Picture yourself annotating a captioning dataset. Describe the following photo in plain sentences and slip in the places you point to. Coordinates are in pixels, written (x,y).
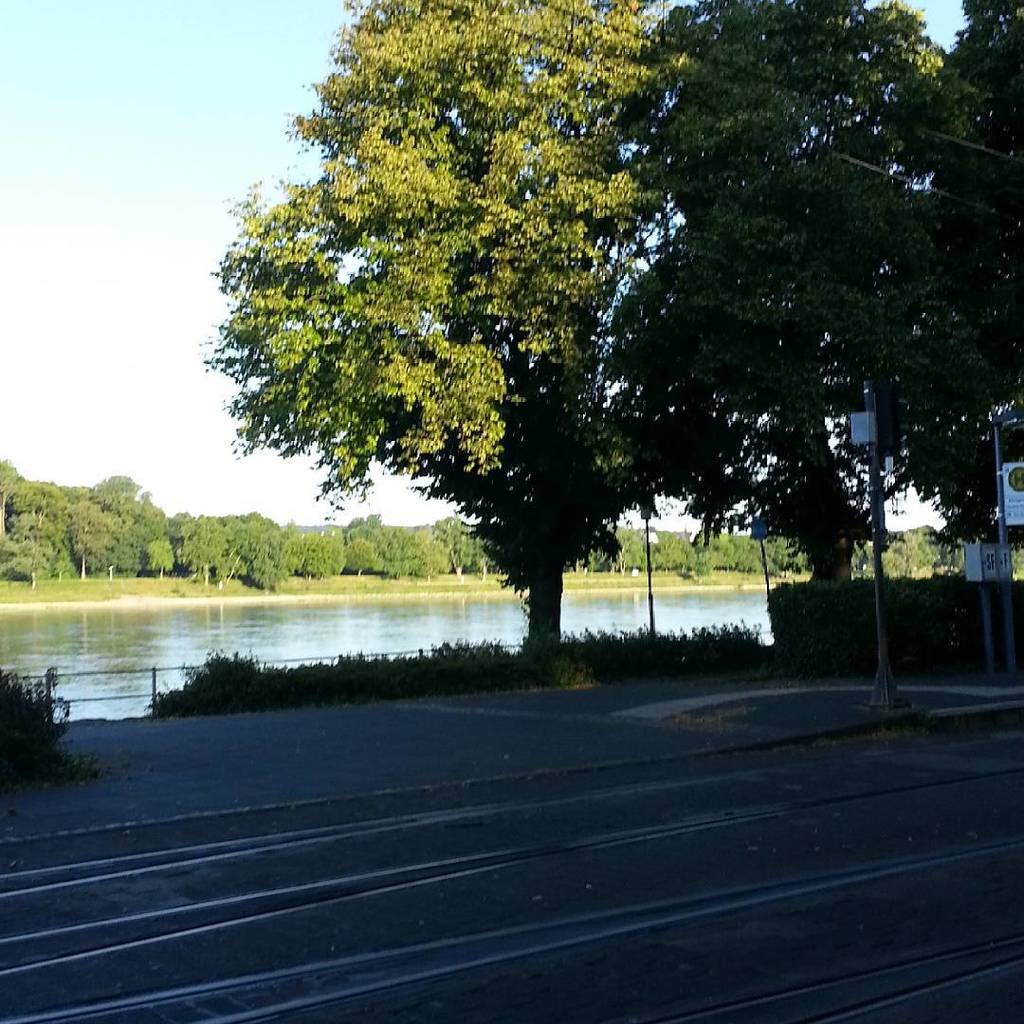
In this image there is a road (565,891) at the bottom (522,866). On the road (213,889) there are tracks (132,917). In the background (276,634) there is a pond (191,622). Beside the pond (270,630) there are trees (478,485). There are poles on the footpath (734,699). At the top (207,87) there is the sky (231,103). There is a fence (151,695) beside the pond (146,675).
